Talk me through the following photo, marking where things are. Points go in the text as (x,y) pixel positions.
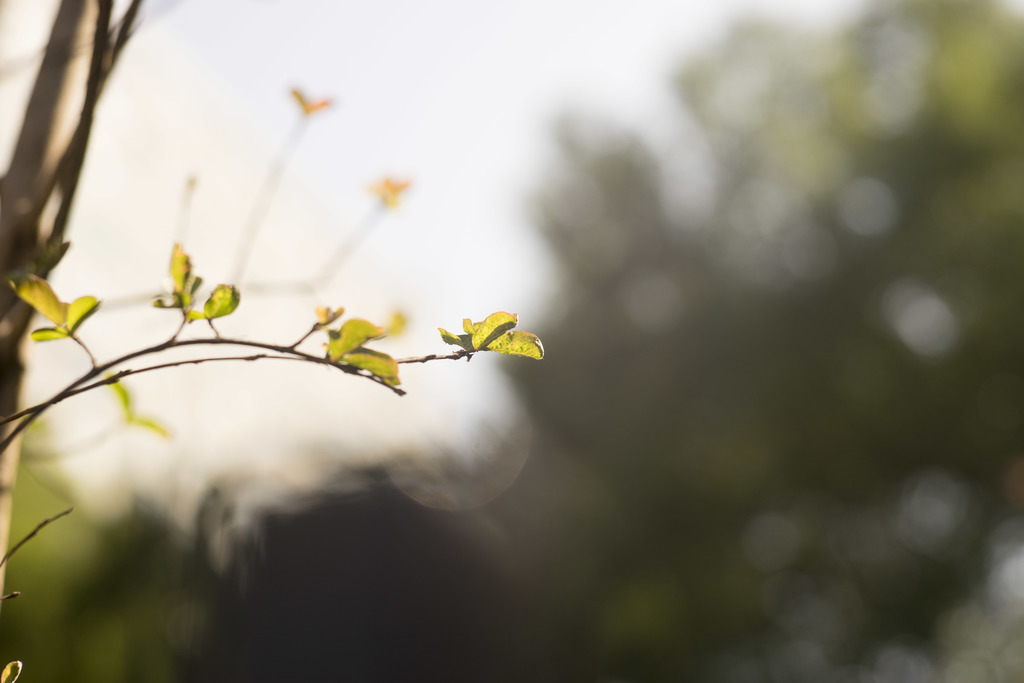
In this image there is a tree (63,107) truncated towards the left of the image (53,286), there is the sky (348,139), the background of the image (424,107) is blurred.
